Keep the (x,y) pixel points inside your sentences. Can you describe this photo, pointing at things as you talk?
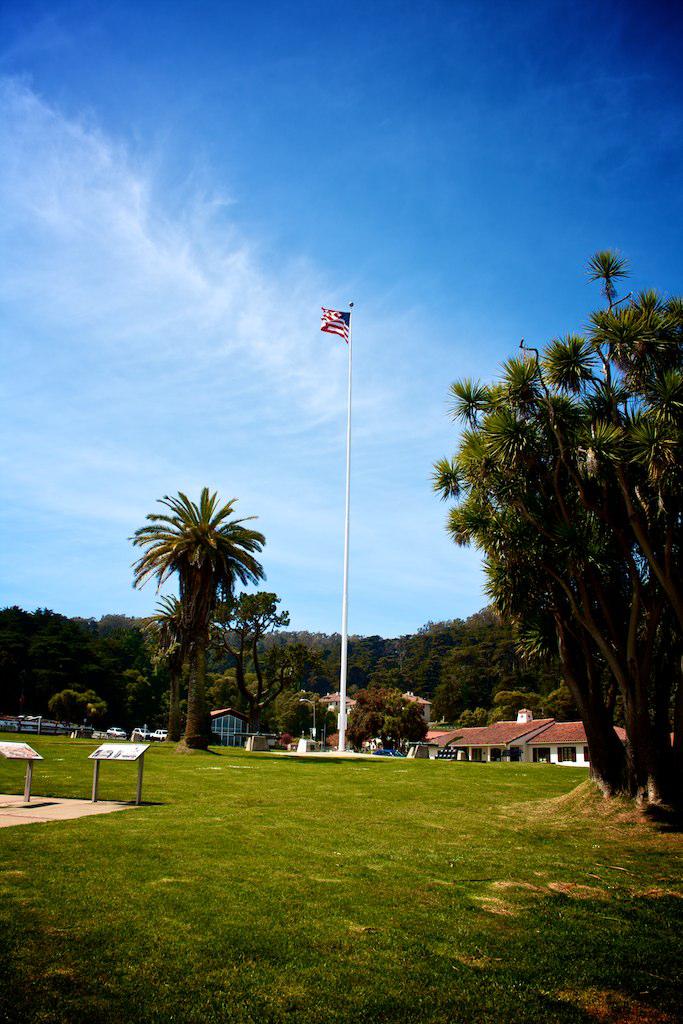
At the top (440,214) we can see a clear blue sky (437,169). In the background (510,679) we can see trees (467,636) and houses (526,737). This is a flag (340,329). Here we can see grass (187,869). On the right side of the picture (609,517) we can see a tree (572,468).
